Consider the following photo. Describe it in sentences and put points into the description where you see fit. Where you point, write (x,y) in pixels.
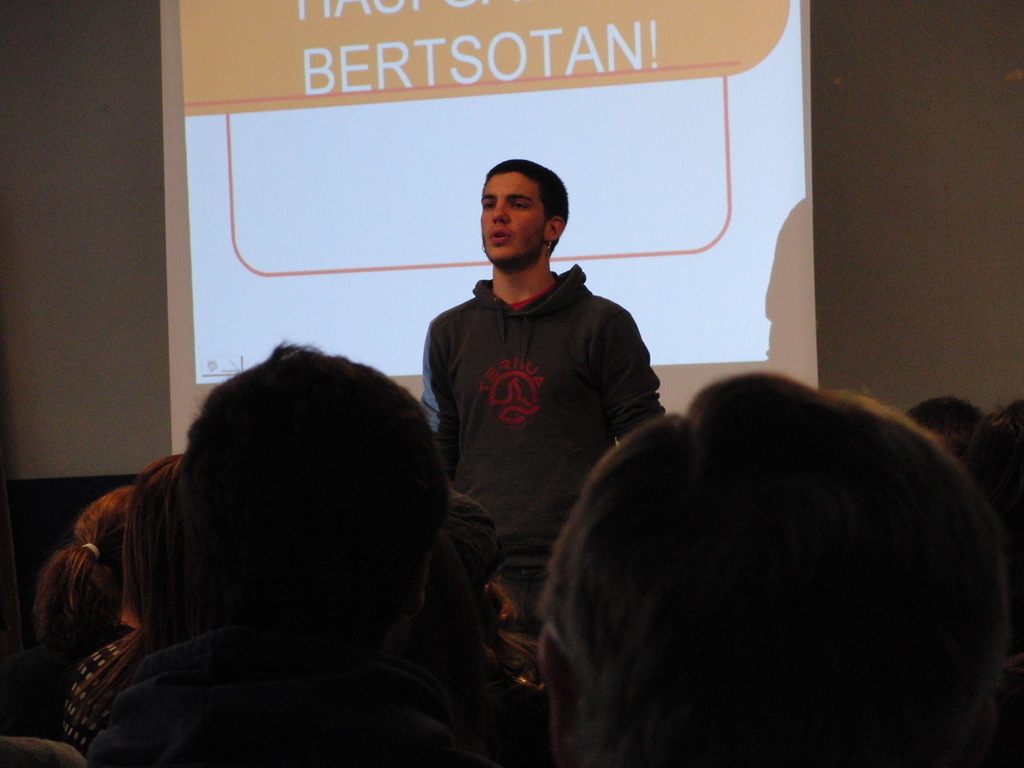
In the center of the image (602,441) we can see a man (580,485) standing. At the bottom (296,578) there are people (581,586) sitting. In the background (781,302) there is a screen (261,330) and a wall (983,128).
